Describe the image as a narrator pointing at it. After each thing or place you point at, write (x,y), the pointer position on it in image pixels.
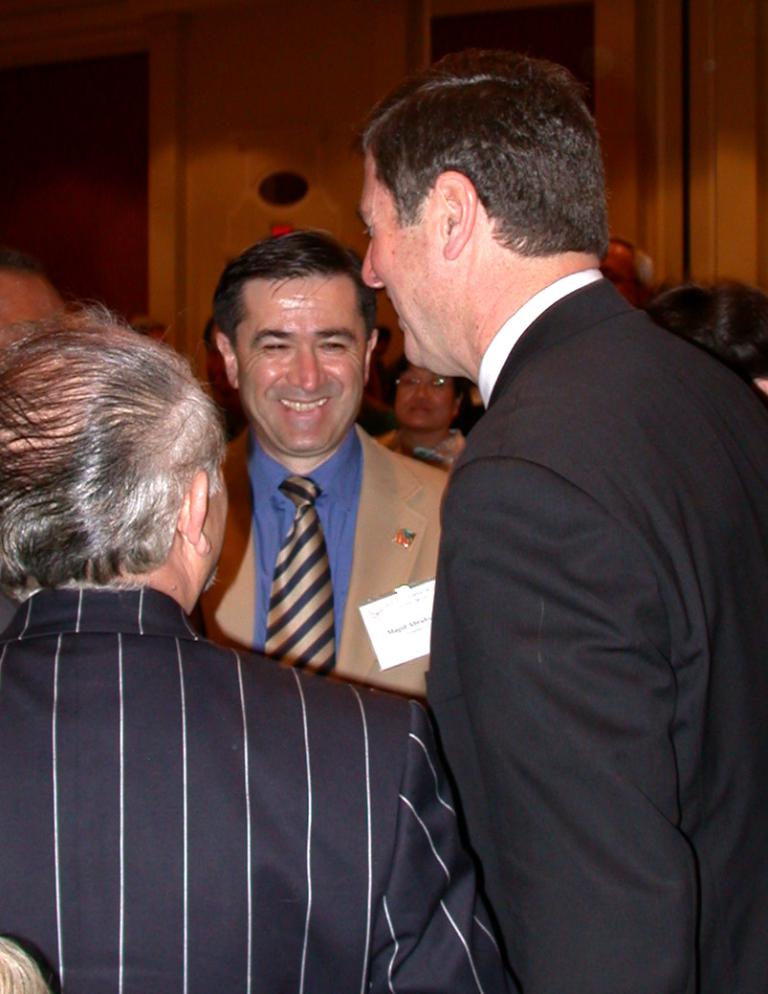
There are many people (385,488). One person (343,578) is wearing a badge (417,635). In the back (290,93) there is a wooden wall (334,76).
